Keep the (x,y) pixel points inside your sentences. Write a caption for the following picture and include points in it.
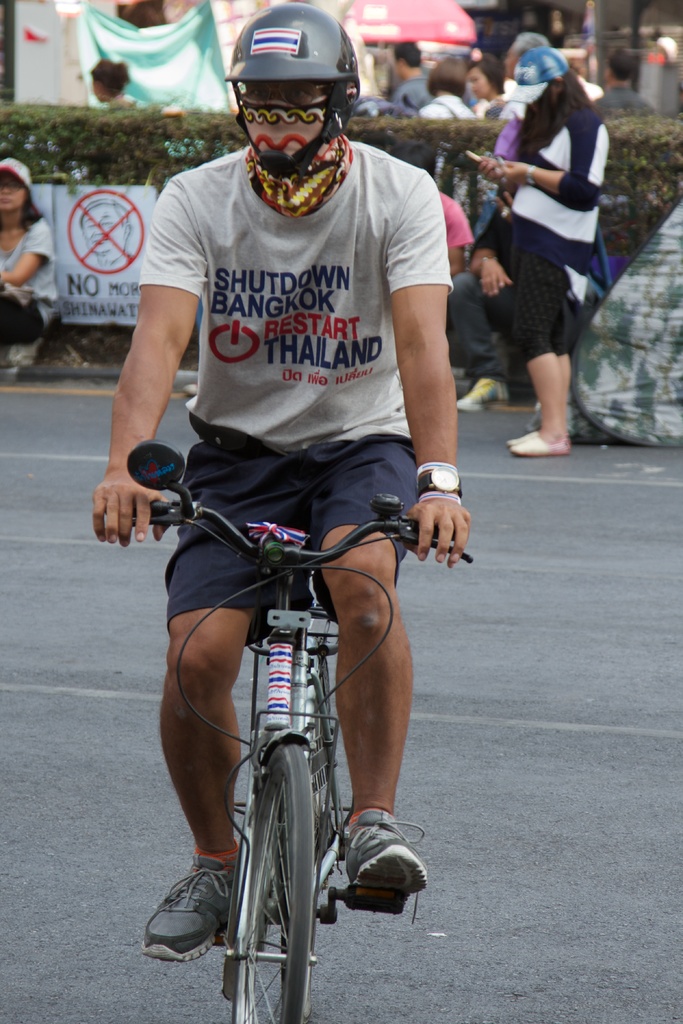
As we can see in the image, there are plants (116,132), banner (135,234), and a man (313,410) riding bicycle (279,703). In the behind there are few people (535,150).
